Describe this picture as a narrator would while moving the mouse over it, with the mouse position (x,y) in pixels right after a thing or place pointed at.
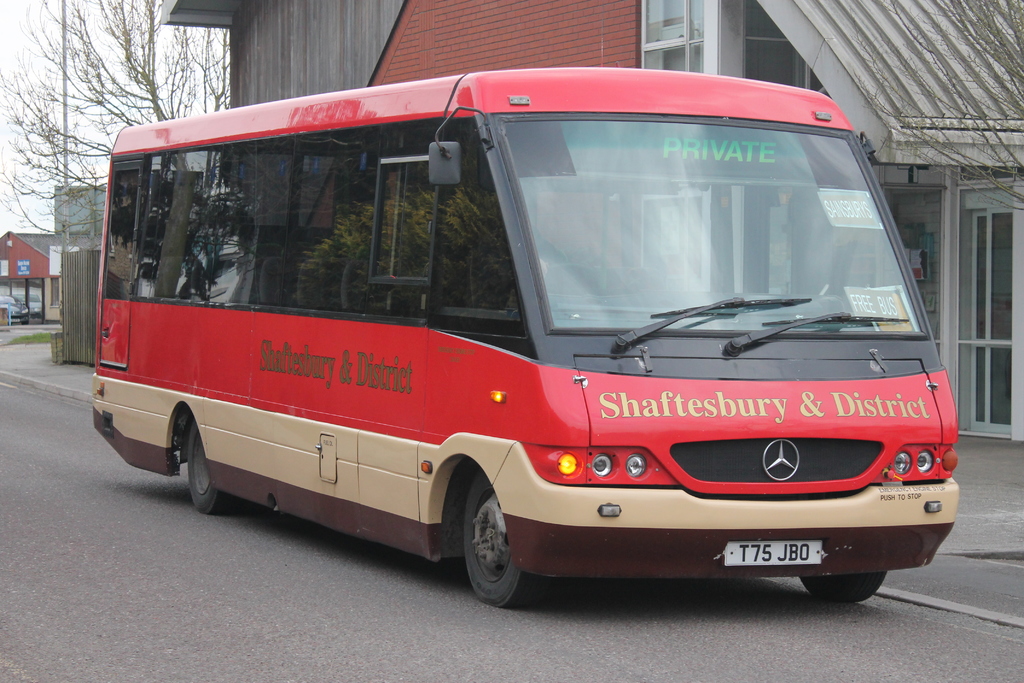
There is a bus (123,298) in the center of the image (528,327) and there are houses (322,43), trees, pole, and a car (11,302) in the background area (23,304).
